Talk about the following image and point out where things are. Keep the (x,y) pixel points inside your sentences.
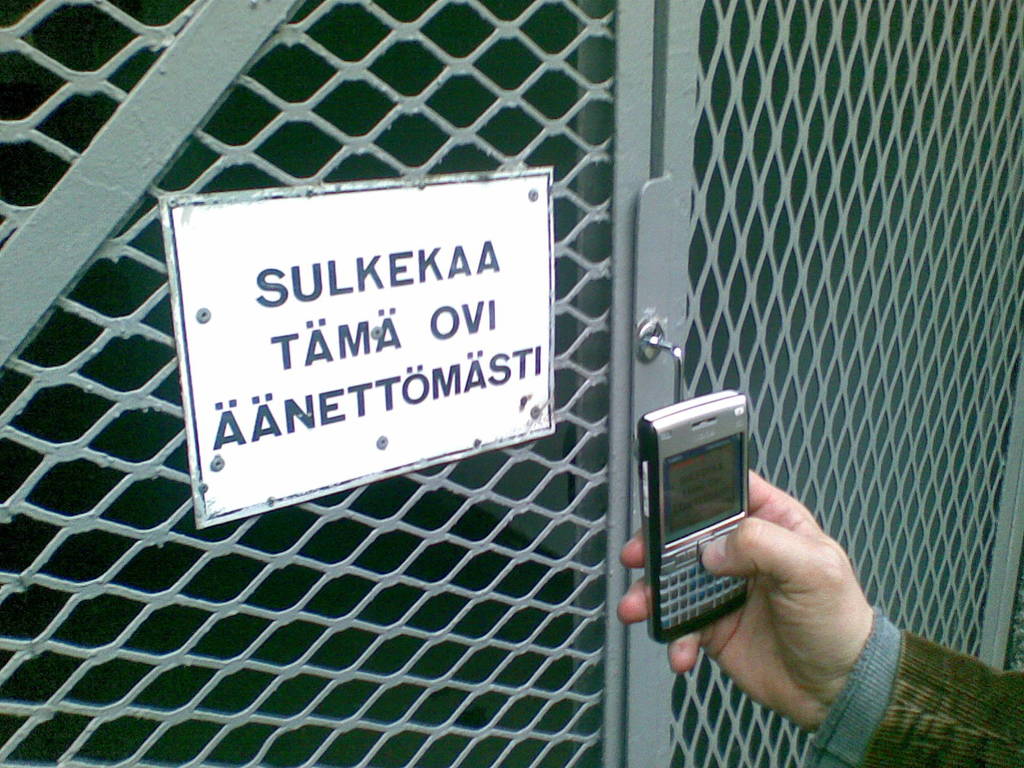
In this image, we can see a board (336,383) on the door (490,639). There is a hand (839,610) in the bottom right of the image (971,697) holding a phone (705,507).
